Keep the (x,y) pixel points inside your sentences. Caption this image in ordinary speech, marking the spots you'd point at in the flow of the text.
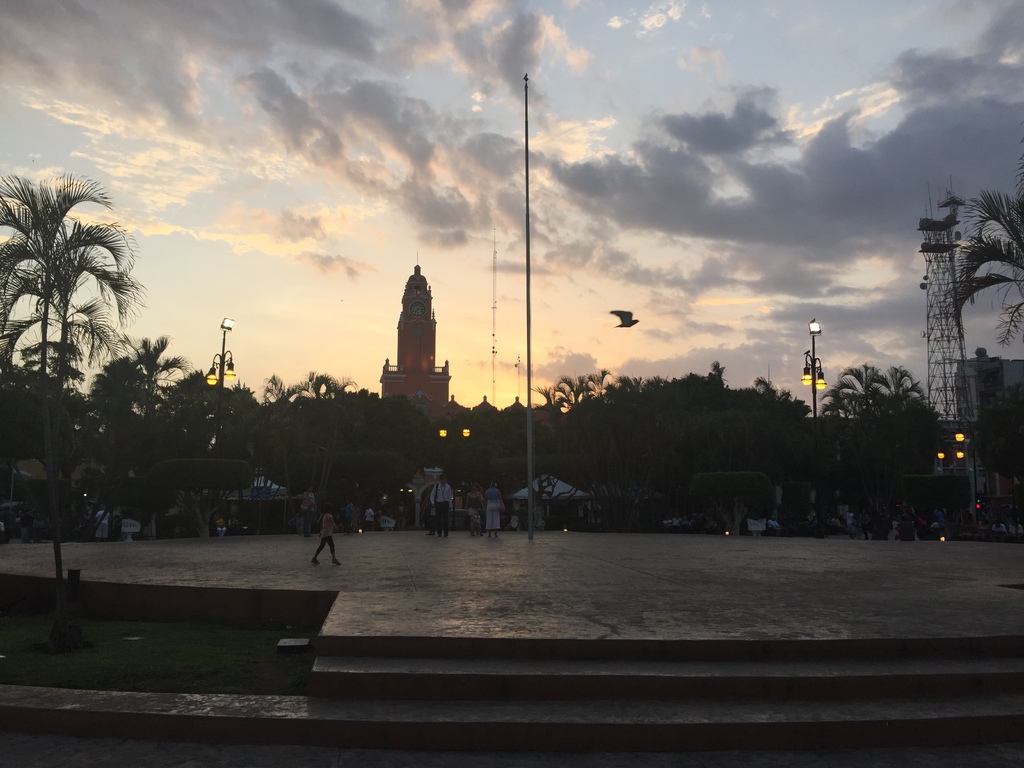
In the image there is a pavement (341,607) in the foreground (355,590), on that there are few people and around the pavement (752,543) there are lights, trees (419,431) and in the background (401,369) there is a clock tower (438,402).
